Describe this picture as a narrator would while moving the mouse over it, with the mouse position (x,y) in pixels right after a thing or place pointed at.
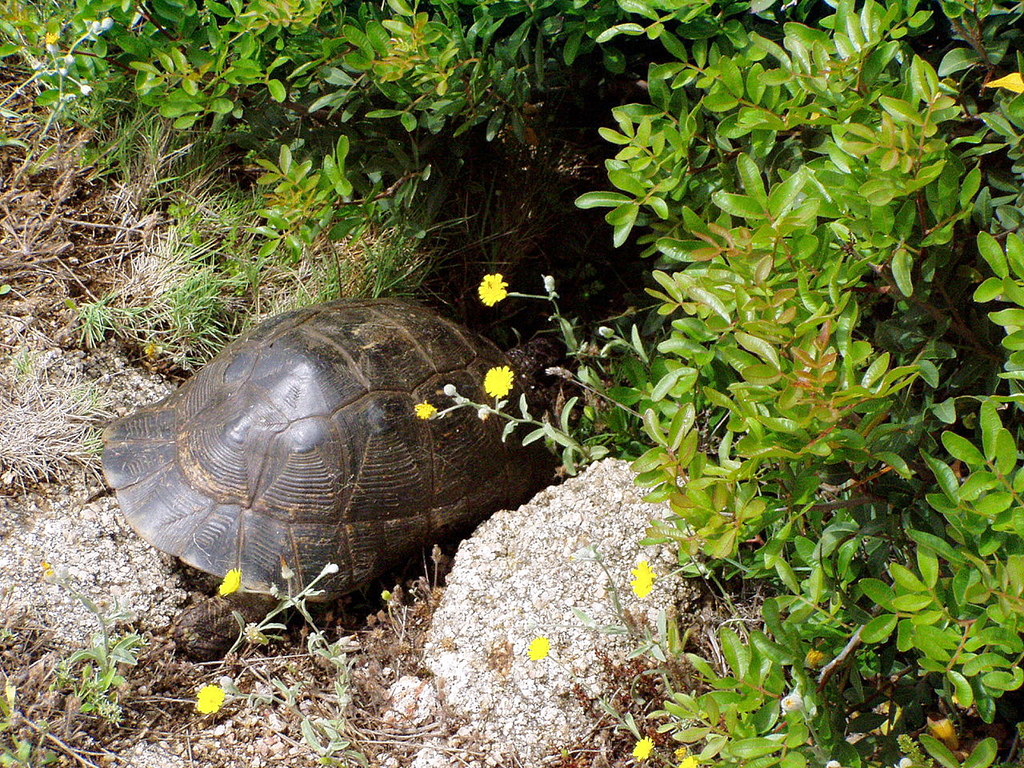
On the right (840,505) there are plants (650,464), flowers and stone (542,551). In the center of the picture (367,418) there is a tortoise (314,383). On the left (217,334) there are shrubs (244,92). At the bottom (301,718) there are plants (281,684), flowers (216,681) and soil (255,711). At the top (356,57) there are plants (286,38).
